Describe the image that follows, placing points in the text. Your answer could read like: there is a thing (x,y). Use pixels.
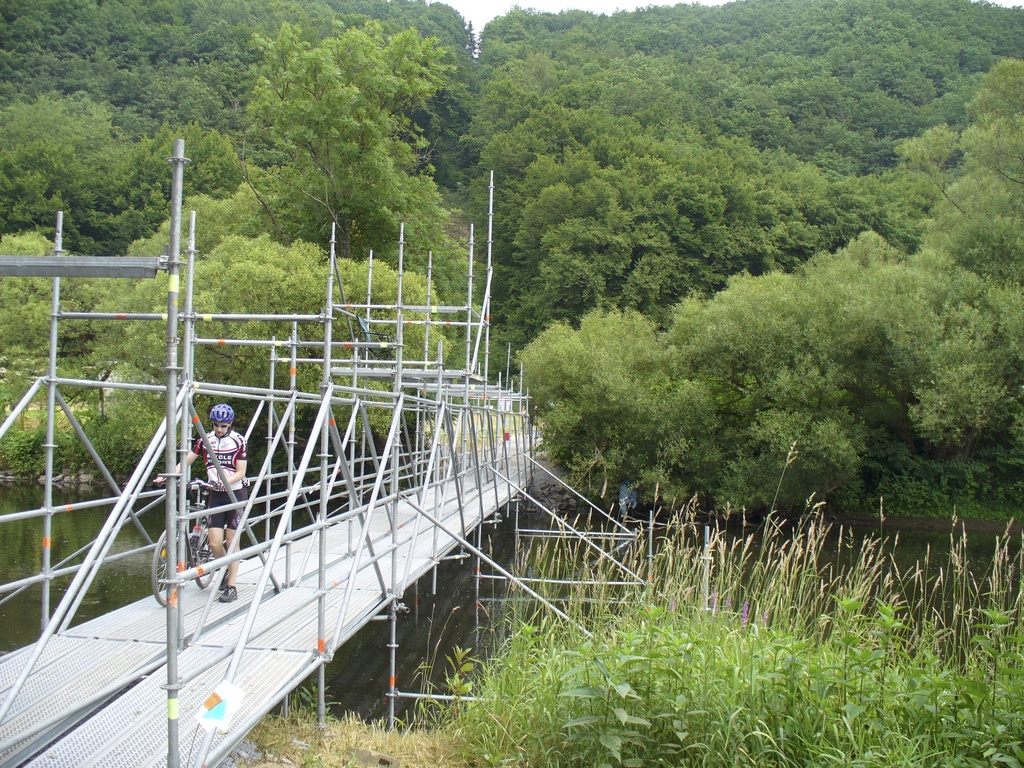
In the foreground of the picture (619,533) there are plants (599,685), grass (378,727), bridge (285,557), person (213,497), bicycle (193,558) and canal (37,531). In the center of the picture (630,416) there are trees (459,355). At the top (500,65) there are trees (532,53). Sky (476,26) is cloudy.
